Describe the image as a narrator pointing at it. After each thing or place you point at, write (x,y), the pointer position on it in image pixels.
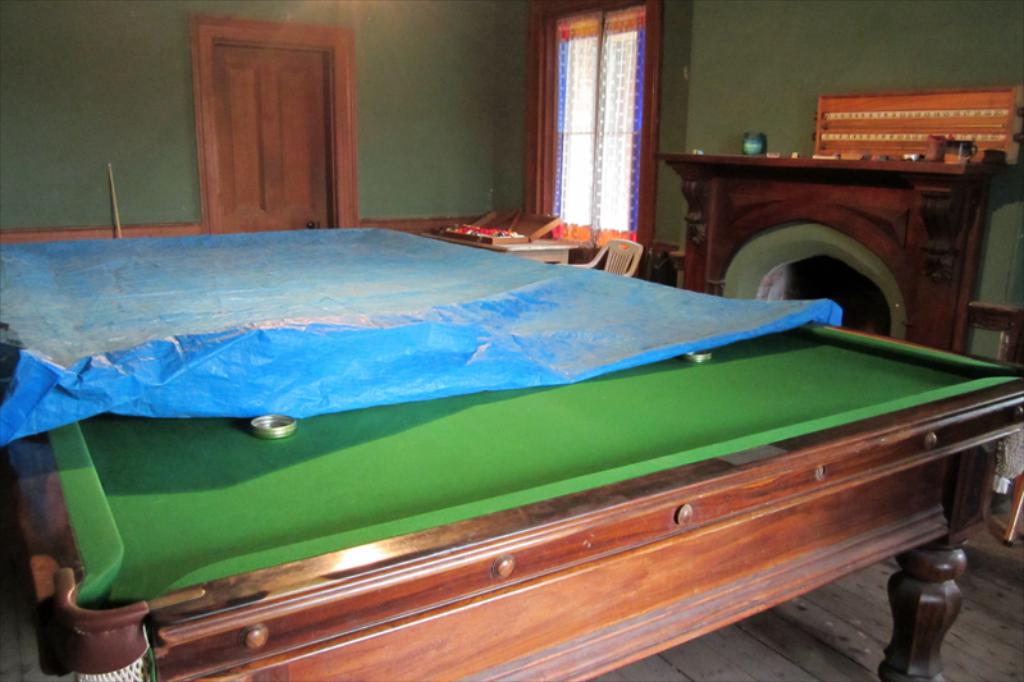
The picture is taken in a closed room (829,70) where one billiard table (463,466) is covered with sheet (607,307) and at the right corner (941,343) one fire place (919,263) is present and table (520,247), chairs (628,256). Where one window (645,34) is there, left of the window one door (268,141) and wall (826,82) is present.
